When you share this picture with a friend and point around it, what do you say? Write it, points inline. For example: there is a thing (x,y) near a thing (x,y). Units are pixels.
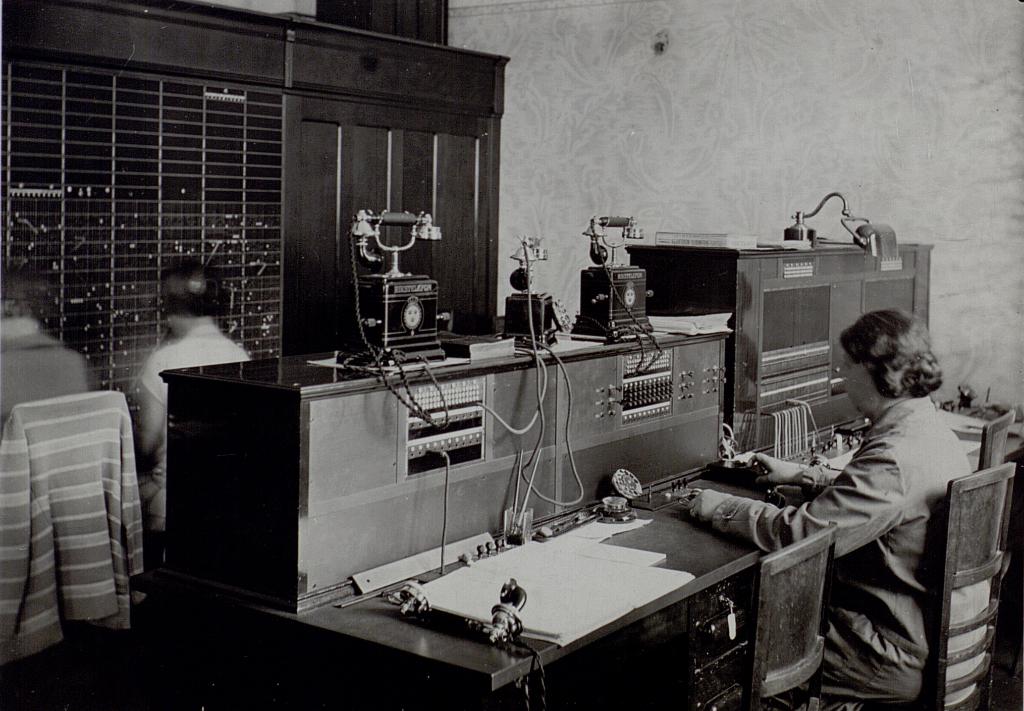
These persons (948,492) are sitting on the chair (989,504). We can see table (582,382). On the table (581,351) we can see telephone (606,300), paper (604,552) and things (481,547). On the background (701,114) we can see wall (938,115).
